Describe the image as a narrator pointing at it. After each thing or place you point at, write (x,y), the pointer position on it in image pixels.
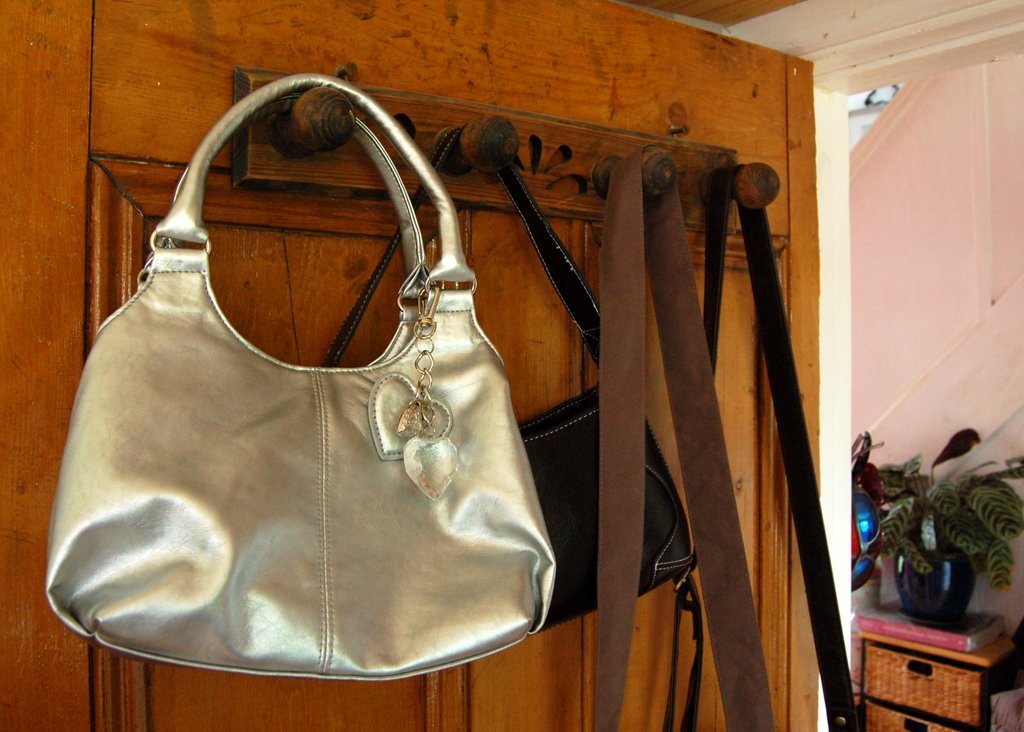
There are bags (384,358) hanging on the door (585,105). On the right (908,585) there is a potted plant (937,590) on the cupboard (942,677).
